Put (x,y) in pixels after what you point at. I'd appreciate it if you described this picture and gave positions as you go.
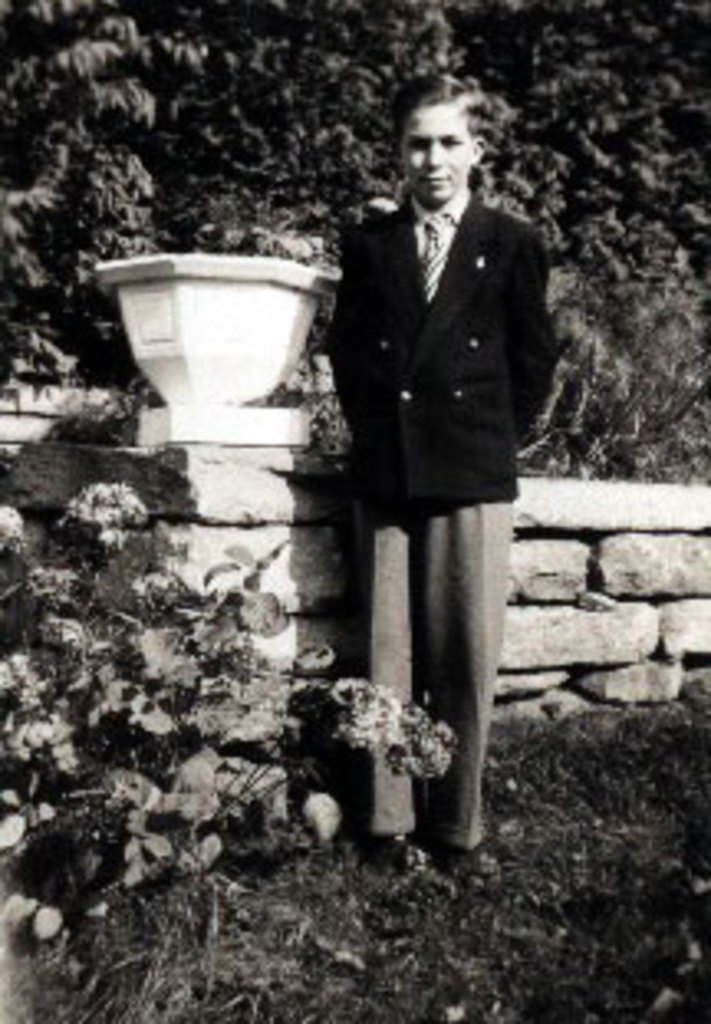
This is a black and white picture and in this picture we can see a man (438,229) wore a blazer (412,289), tie (430,256) and standing on the ground (385,969), pot (229,278), flowers (235,667) and in the background (142,383) we can see trees (142,383).
